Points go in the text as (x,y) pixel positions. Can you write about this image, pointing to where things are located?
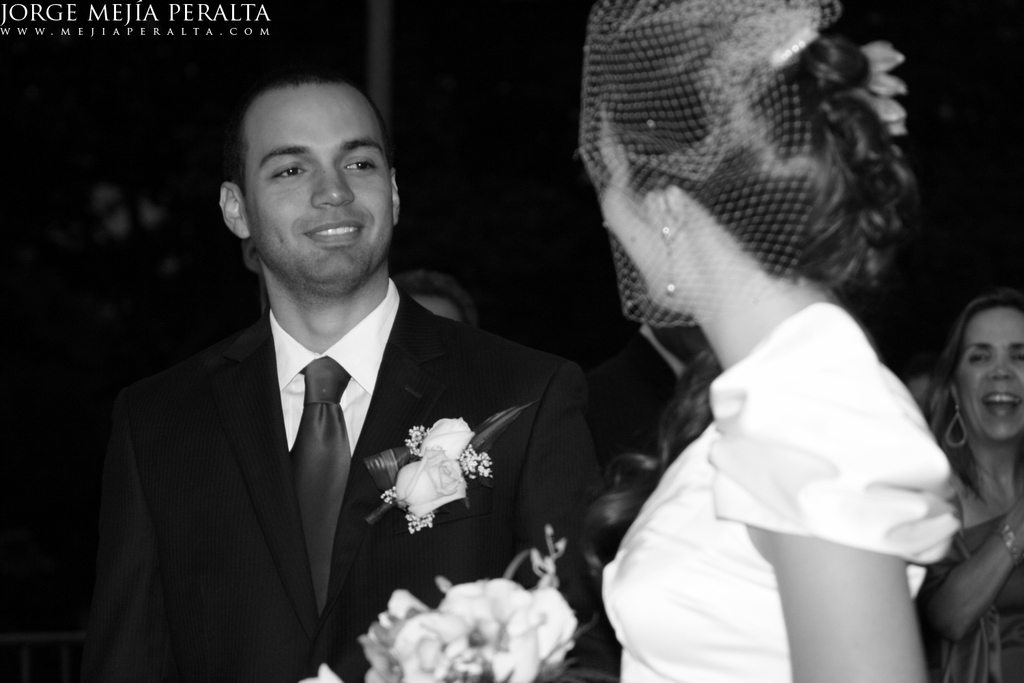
In this picture we can see a man(groom) (249,505) and a woman(bride) (711,646). There is a flower bouquet (432,646). We can see a few people (1018,666) in the background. A watermark (84,31) is visible in the top left (180,29).
